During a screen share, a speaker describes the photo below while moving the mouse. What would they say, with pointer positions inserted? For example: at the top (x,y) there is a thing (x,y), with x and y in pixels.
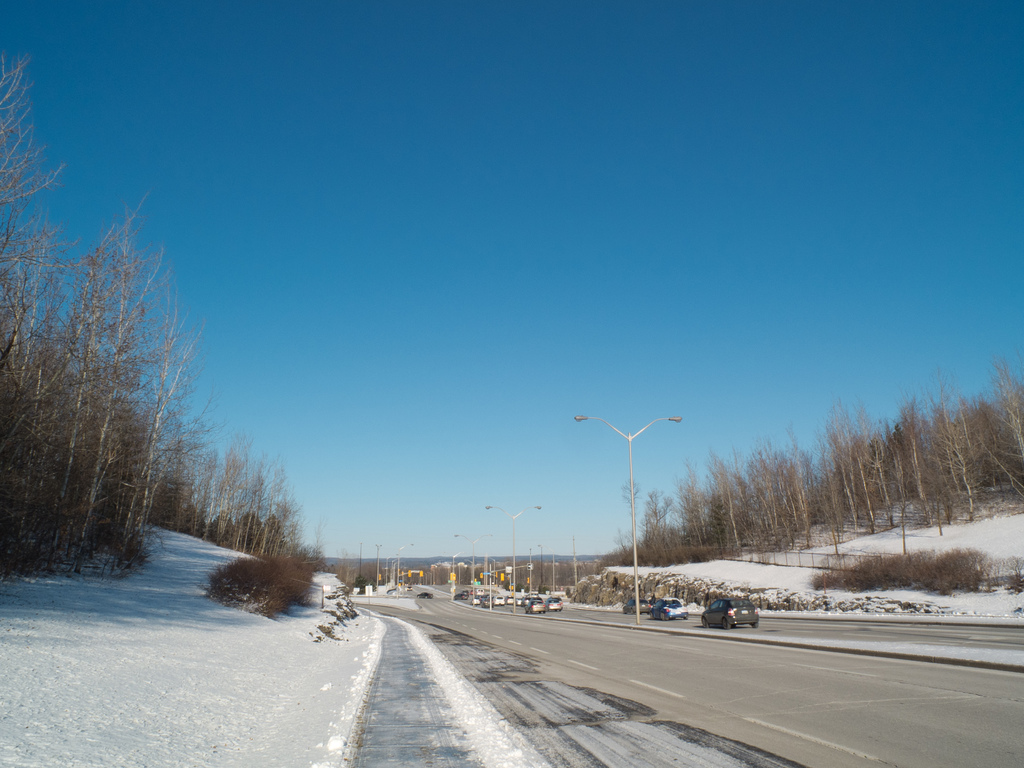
In this picture we can see many cars (455,598) on the road (793,654). On the divider (781,642) we can see many street lights (513,558). On the right (747,505) and left side (25,405) we can see many trees (38,409). At the bottom (198,714) we can see the snow (258,732). At the top (549,73) there is a sky (518,94).
